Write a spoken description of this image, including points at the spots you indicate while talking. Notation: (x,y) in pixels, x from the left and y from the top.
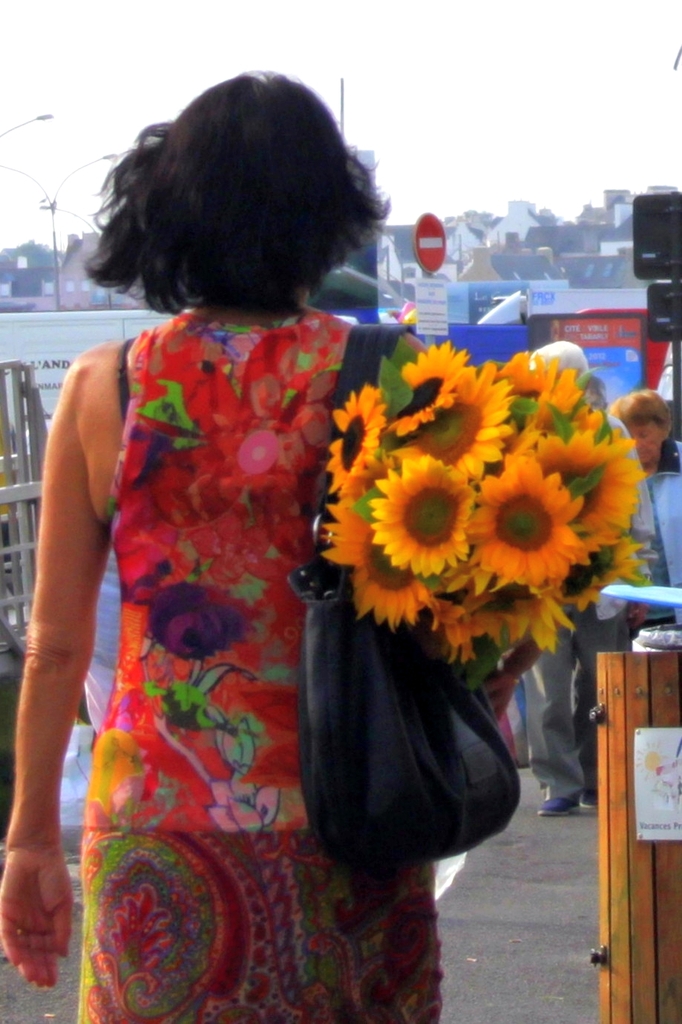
This image consists of a woman (221,429) wearing a handbag (399,802) and holding the flowers (399,577). In the background (641,532), we can see few people (577,629) and a signboard (437,321) along with the buildings (384,253). At the bottom (473,966), there is a road (538,920). On the right (614,843), we can see an object (630,864) made up of wood (641,906). At the top (155,56), there is sky (294,39).
